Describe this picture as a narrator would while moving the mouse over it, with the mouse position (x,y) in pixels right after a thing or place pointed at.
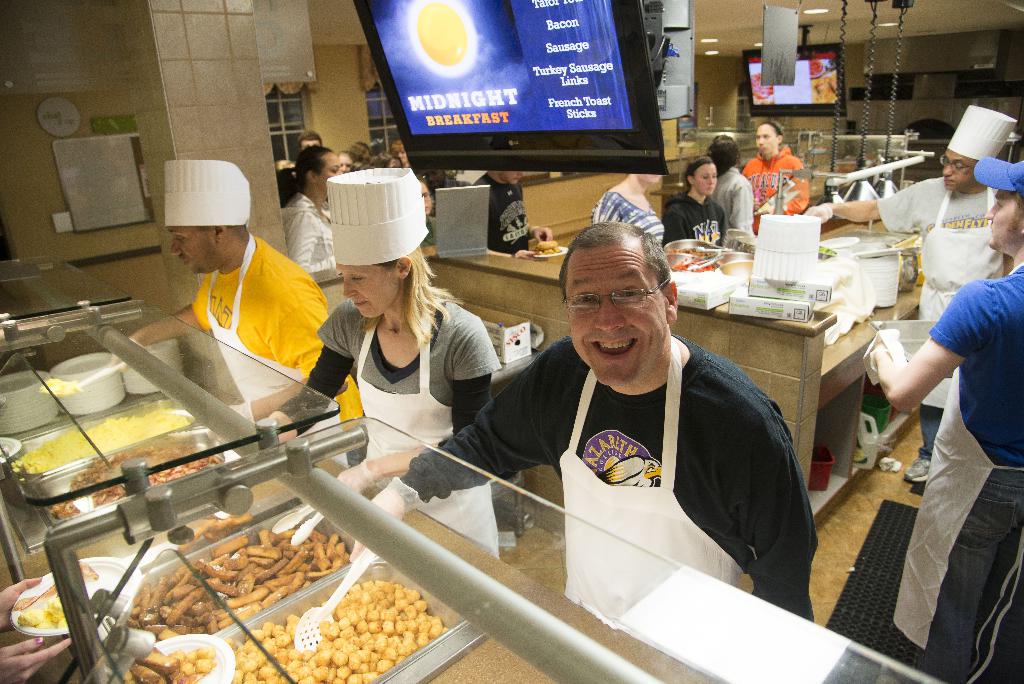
In the image there are chefs (779,438) in the front (763,543) cooking food (351,598) and serving food (131,425) from the trays (425,670) on the table (505,682), behind them there is a tv (546,140) on the ceiling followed by many people (793,156) standing in the background (650,214), this seems to be clicked in hotel (223,52).
